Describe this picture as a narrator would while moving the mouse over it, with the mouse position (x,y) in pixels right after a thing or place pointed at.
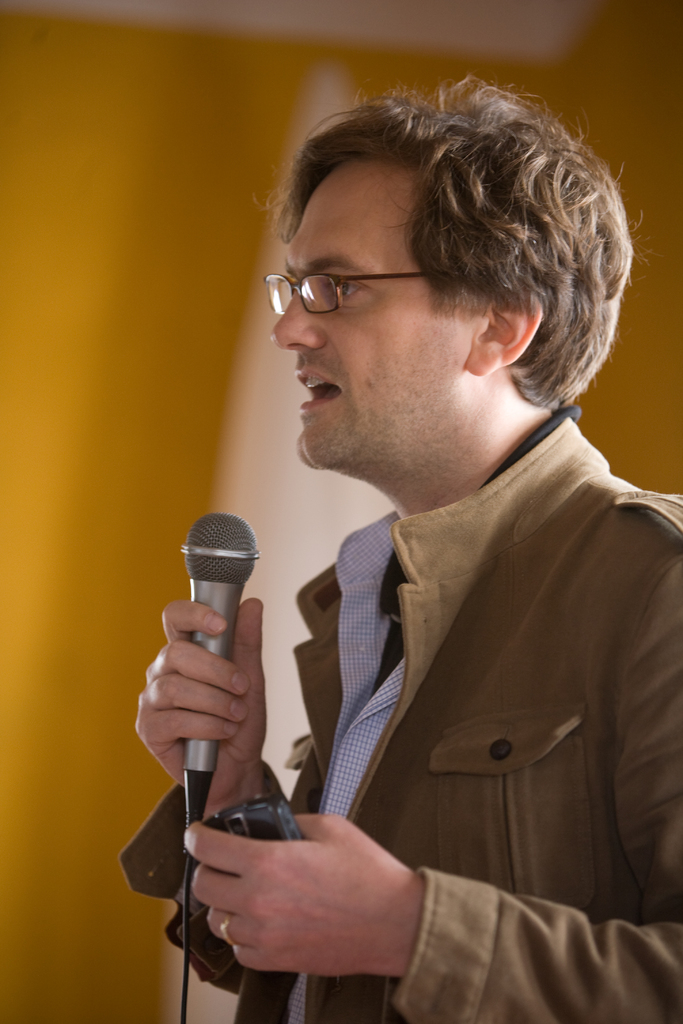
In this image I can see a man (519,826) wearing jacket (498,747), holding a mike (227,573) in his hand (203,693) and speaking. In the background (111,453) there is a wall (98,730) and also there is a white color cloth (260,481). The person (416,413) is looking at the left side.
